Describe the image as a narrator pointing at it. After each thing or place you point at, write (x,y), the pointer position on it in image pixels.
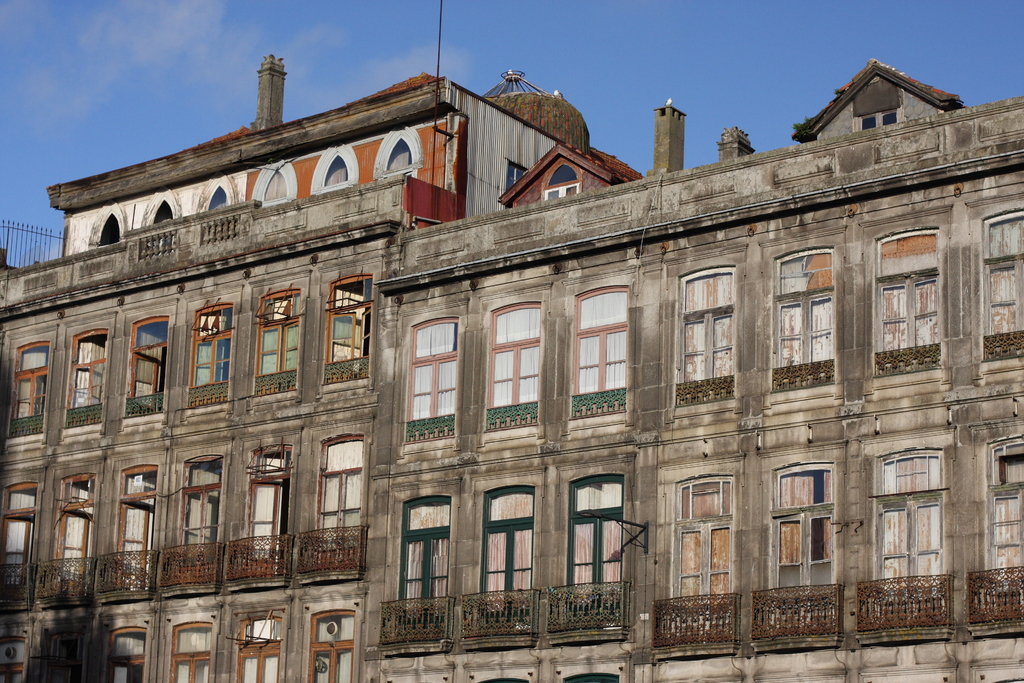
In this picture there is a building (651,438). At the top of the building (921,139) we can see the balcony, pole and domes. At the top (562,12) we can see the sky (409,35) and clouds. At the bottom (718,584) we can see doors (519,544) and windows (442,532).
